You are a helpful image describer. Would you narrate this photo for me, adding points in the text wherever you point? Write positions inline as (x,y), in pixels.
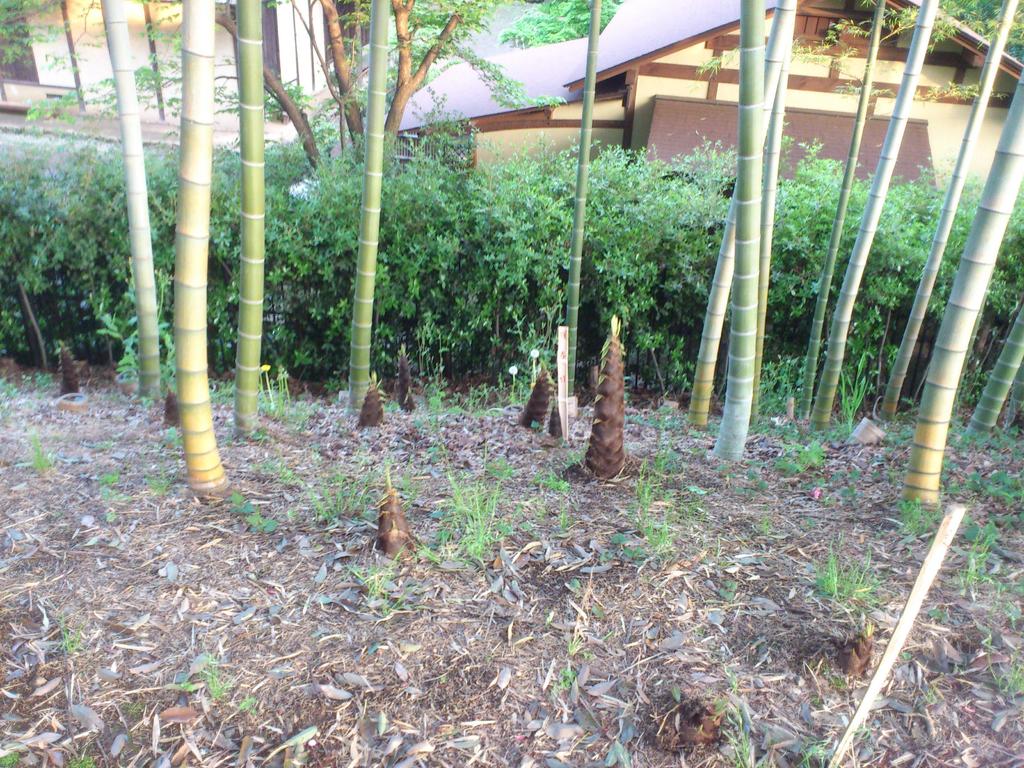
In this image I can see the ground (405,692), few leaves (368,692) on the ground (321,698) and few trees (154,346) which are green and brown in color. In the background (669,82) I can see few buildings (644,86) which are brown and cream in color and the ground (215,110).
